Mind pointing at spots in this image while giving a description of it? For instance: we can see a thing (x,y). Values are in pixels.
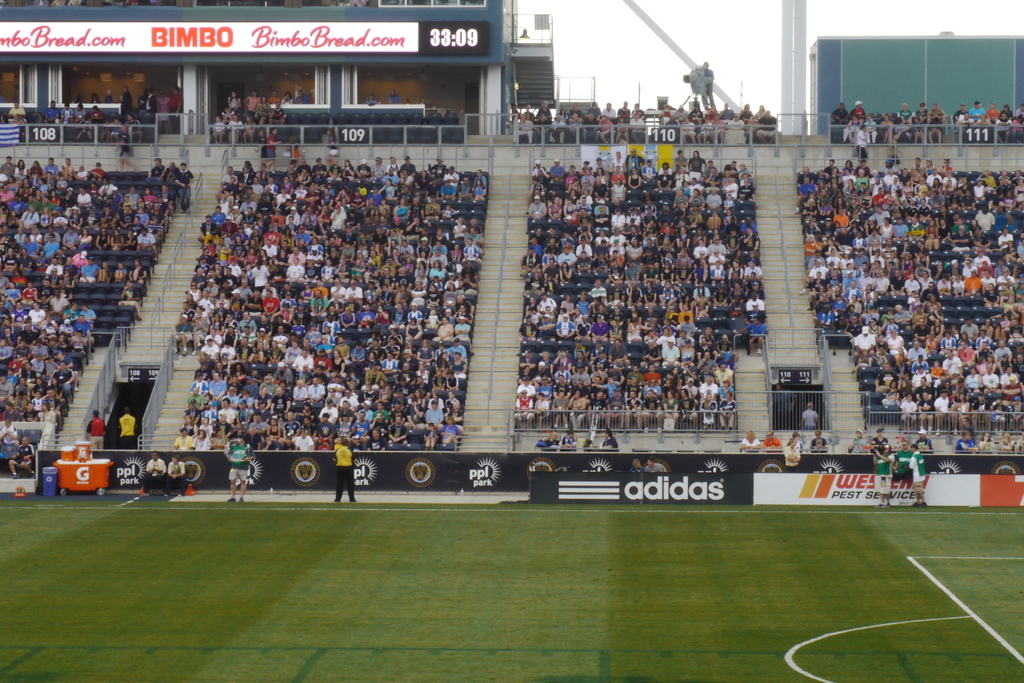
In the image we can see there are many audiences (348,269) sitting and wearing clothes (533,391). We can even see the poster (583,500), stairs (511,300) and the sky (584,30). Here we can see the ground (513,574) and on the ground (446,619) there are people (234,471) wearing clothes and shoes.
